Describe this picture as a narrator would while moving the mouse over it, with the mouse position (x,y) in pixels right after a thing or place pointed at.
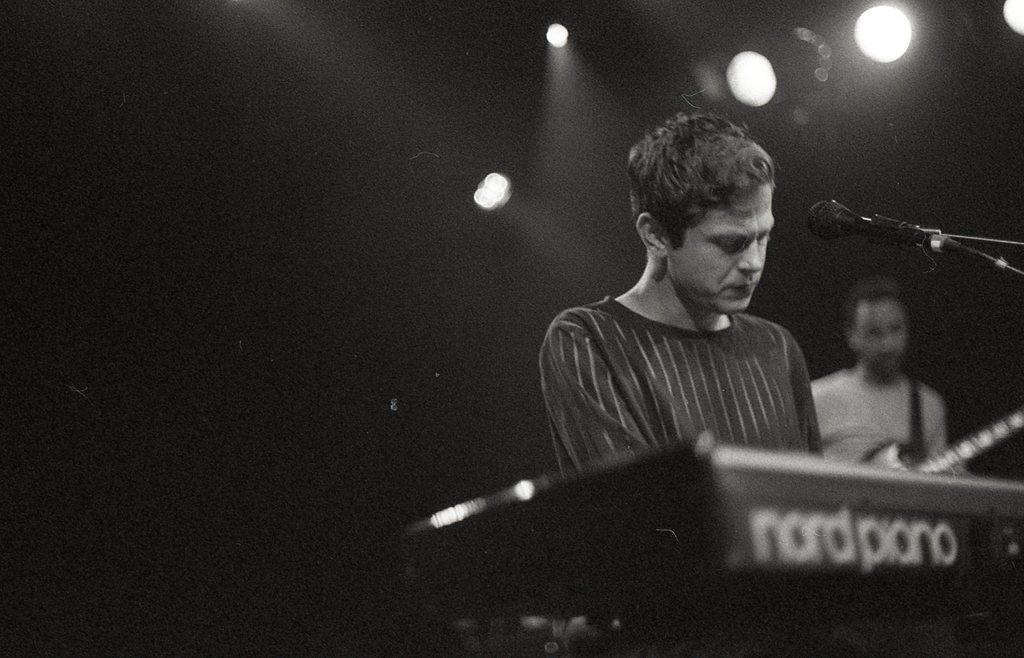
there is a stage (464,338) the person (591,445) is standing in front of the mike (826,225) and there are lights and another person (881,342) is playing the guitar (947,453) and the person (770,394) is standing who is doing something on the keyboard (801,538).
